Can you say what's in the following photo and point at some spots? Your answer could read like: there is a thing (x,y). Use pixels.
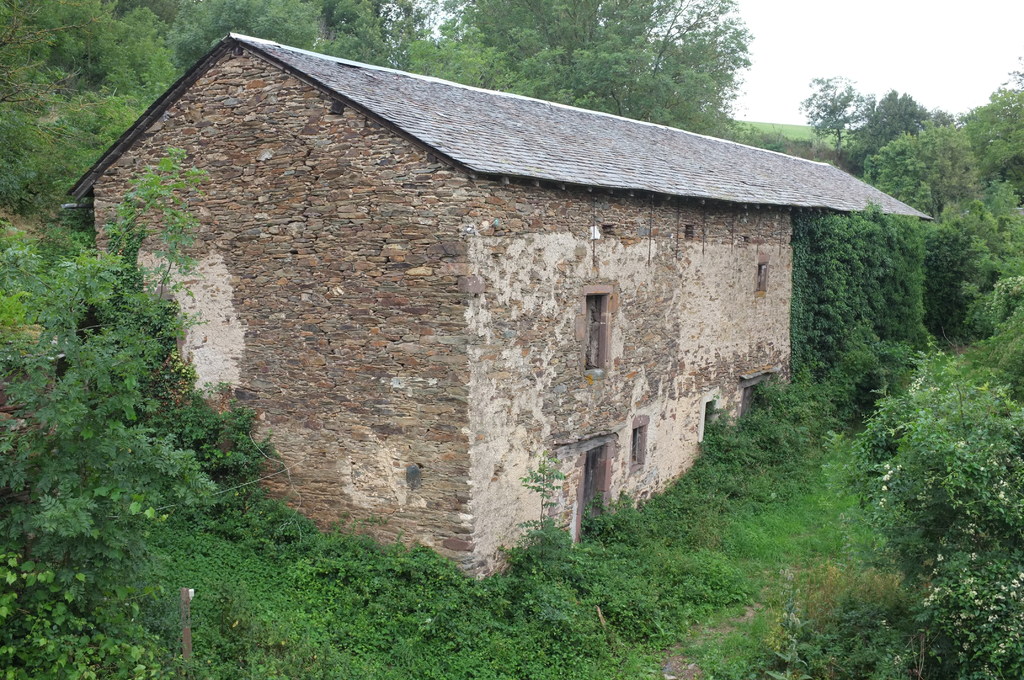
In this image we can see a house (382,425), there are some plants (76,389), trees (70,272) and windows (608,356), also we can see the sky (766,116).
